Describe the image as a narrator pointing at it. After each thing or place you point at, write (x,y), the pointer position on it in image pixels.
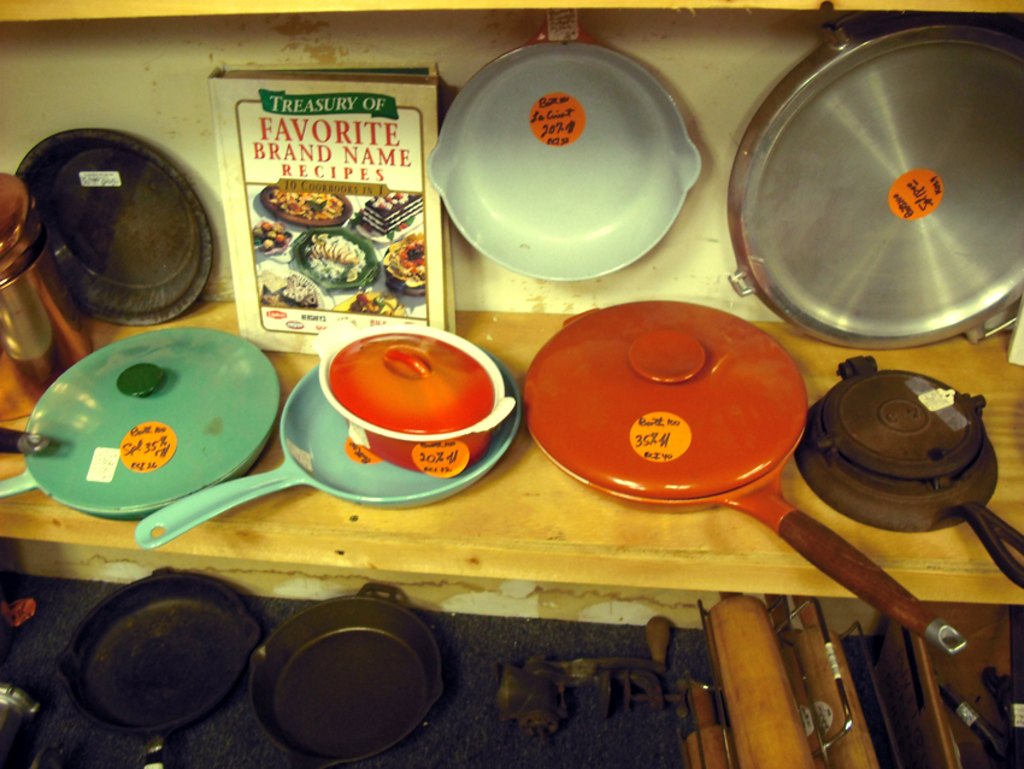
In there are many pans (454,372) and different kitchen instruments (550,464) are there. This is a recipe book (334,159).
